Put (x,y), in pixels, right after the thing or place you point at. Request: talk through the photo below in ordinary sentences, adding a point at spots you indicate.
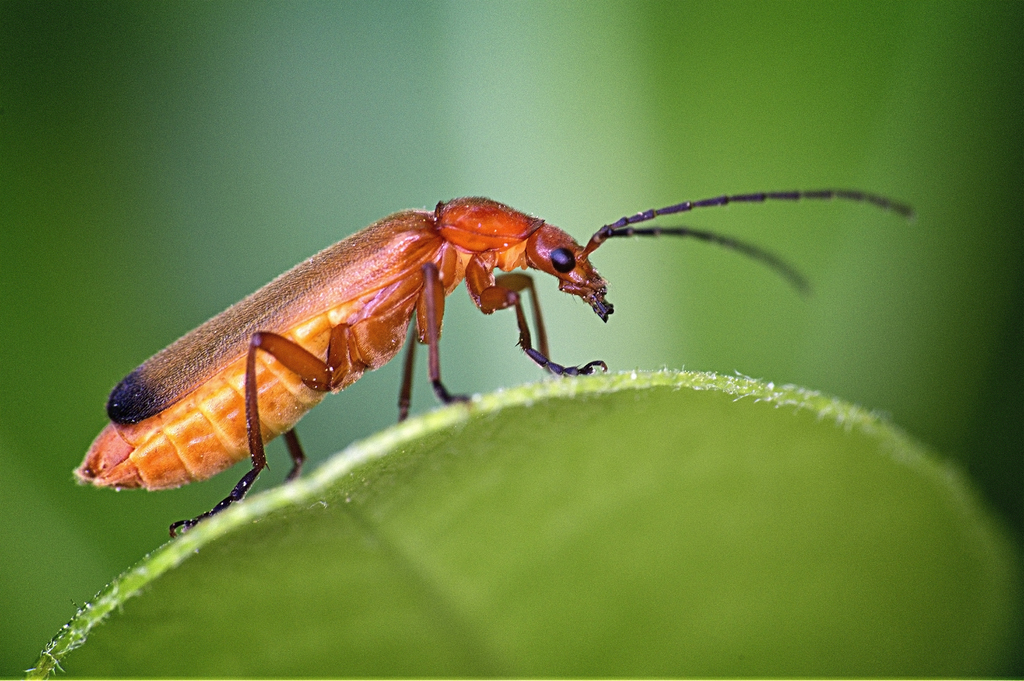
In this image we can see an insect (589,368) on a leaf (422,444).
